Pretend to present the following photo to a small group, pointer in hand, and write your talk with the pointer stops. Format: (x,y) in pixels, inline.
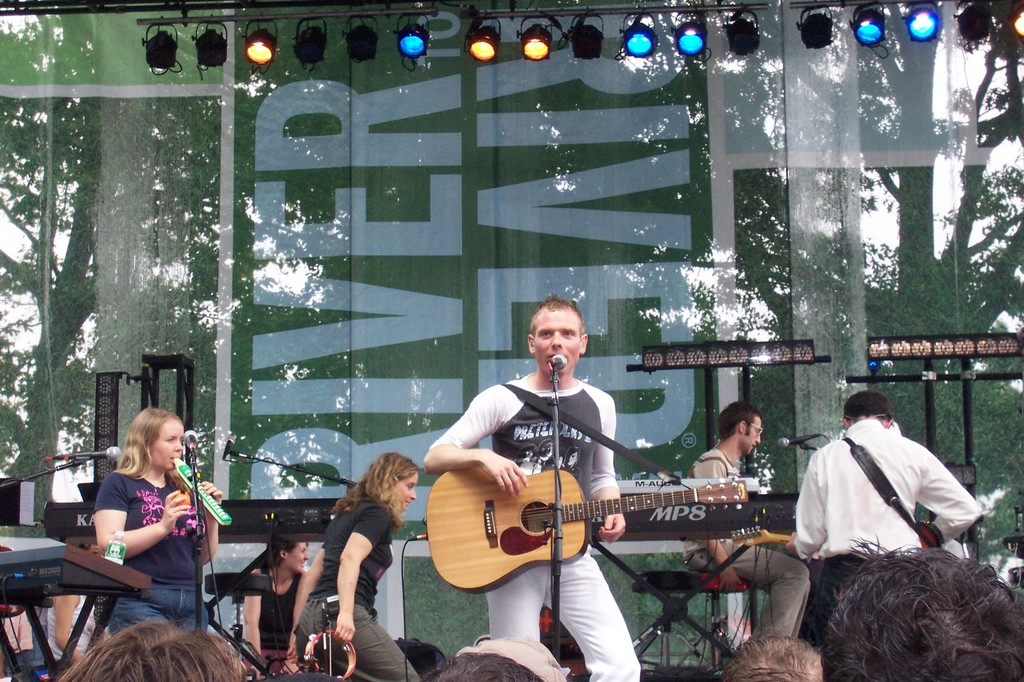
Here in this picture we can see six people (868,463) are on the stage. The front man (543,444) is playing guitar (561,495) and singing the song in front of the mic (555,364). The left side girl (171,515) is standing. And the girl (350,568) with the black dress (361,566) is walking. We can see lights (879,18) on the top (865,21). Behind them there is a tree (963,322). We can see some people (883,628) are standing.
